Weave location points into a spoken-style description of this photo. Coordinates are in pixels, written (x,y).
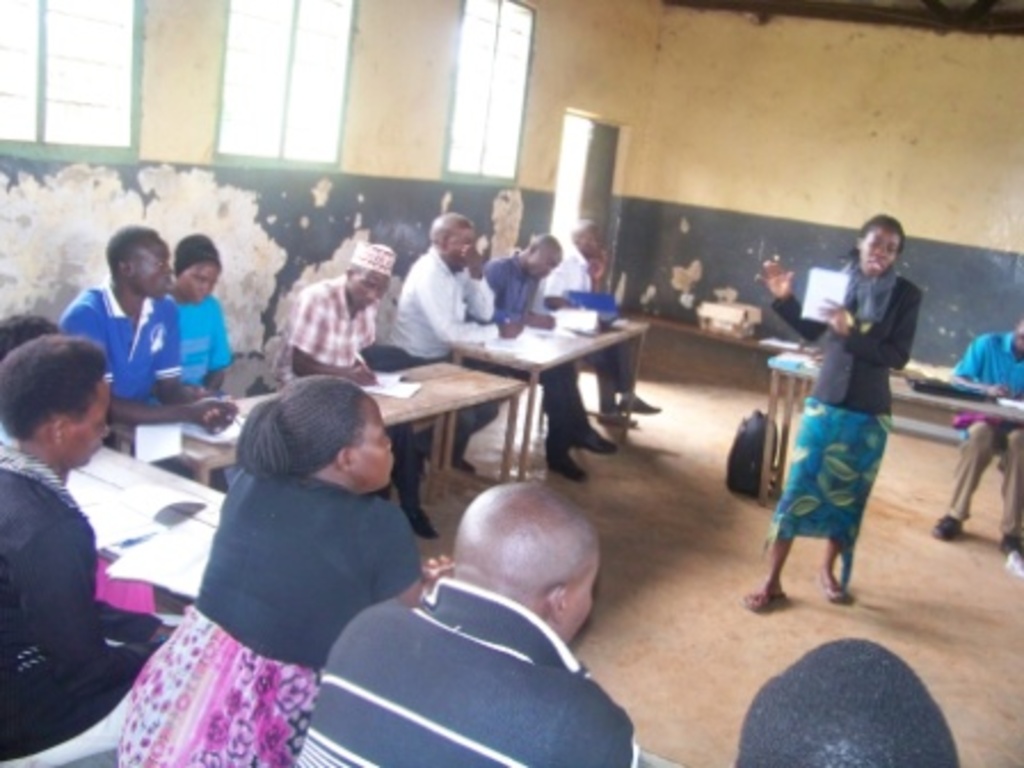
On the left side (307,597), there are persons (44,580) in different color dresses (16,547) sitting. In front of them, there are tables (131,498) arranged, on which there are documents (140,489). On the right side (853,339), there is a person (894,282) in a suit (839,392), holding a document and speaking and a person (975,338) in blue color shirt (994,372), sitting in front of a table (969,409), on which there are some objects (785,361). Beside this table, there is a bag (756,458) on the floor (748,520). In the background (600,14), there are windows (489,88), a door (580,123) and a wall (587,69).
